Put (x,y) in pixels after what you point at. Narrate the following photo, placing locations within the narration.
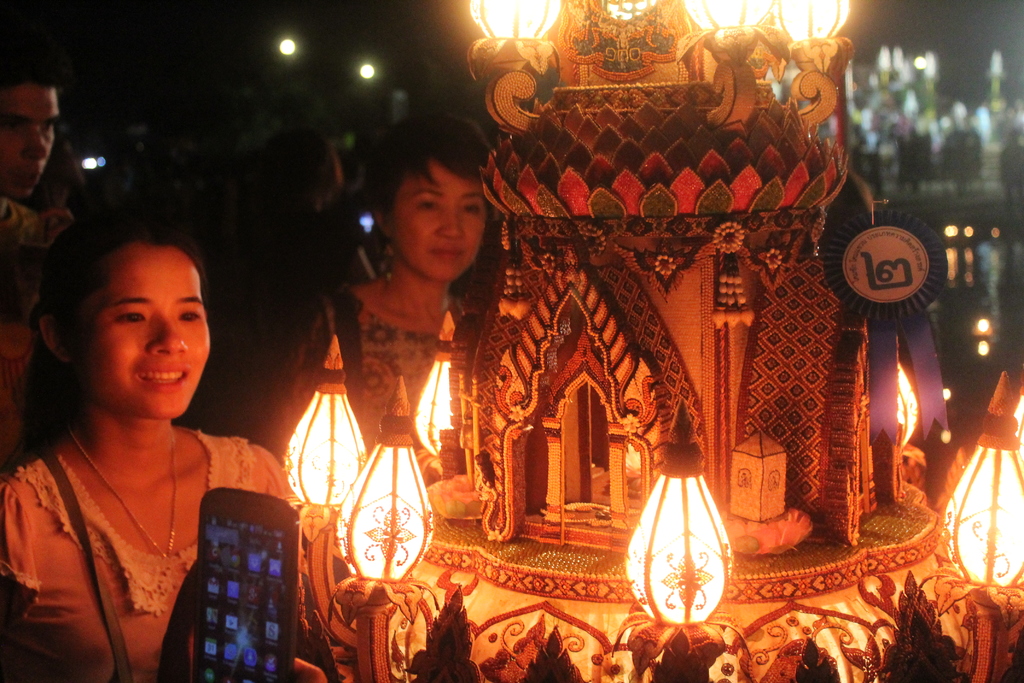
Here we can see people (92,239) standing in front of a decorated thing (455,447) and it is covered with number of lights (656,487) surrounding.
